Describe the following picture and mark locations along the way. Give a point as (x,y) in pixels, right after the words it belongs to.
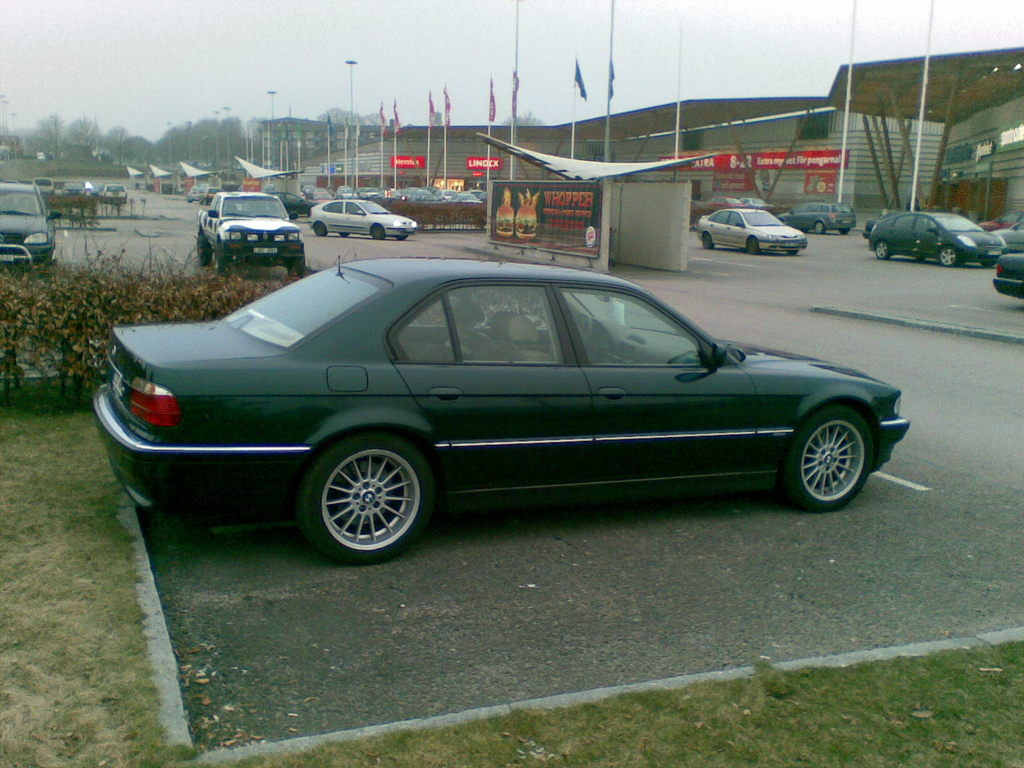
In this image we can see a road (141,225) on which there are vehicles (305,190). In the background of the image (233,171) there are trees (169,160), sheds (417,151), flag poles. In the foreground of the image (163,494) there is a car (333,469) parked on the road (608,516). At the bottom of the image (698,725) there is grass (373,753). There are plants (81,300).
